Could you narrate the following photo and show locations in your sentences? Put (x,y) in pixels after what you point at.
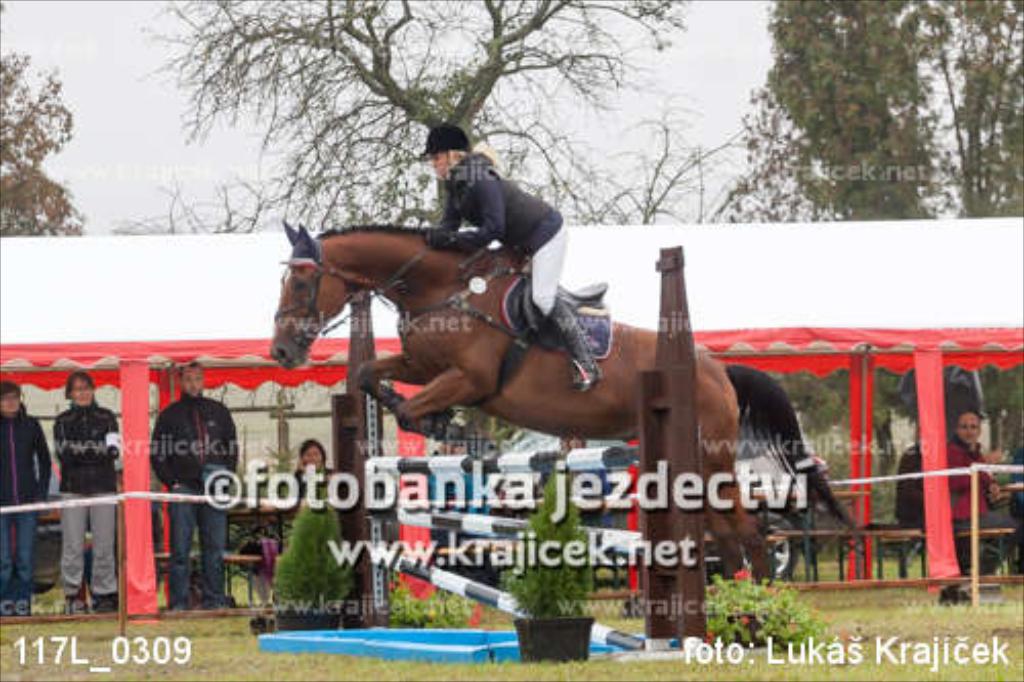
In the picture I can see a horse (476,334) which is in brown color and there is a person (436,242) on it is in the air and there are few other persons (82,385) and trees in the background (757,159) and there is something written below the picture.
